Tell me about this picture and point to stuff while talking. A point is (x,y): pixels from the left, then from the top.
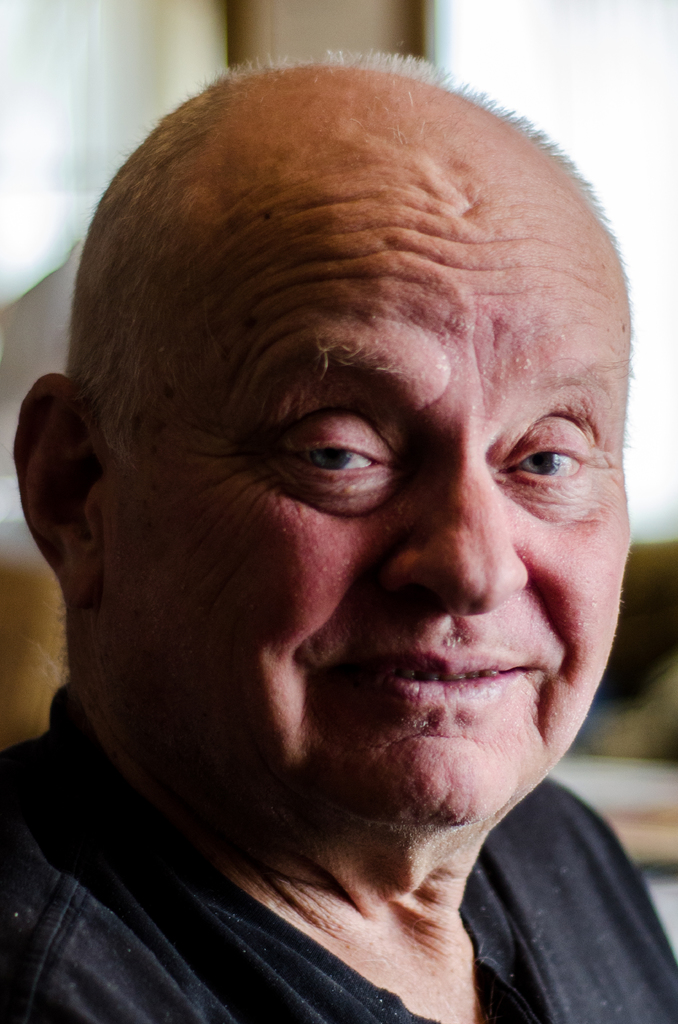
Background (20,76) portion of the picture is blur. Here we can see an old man (534,884) in a black attire (509,945). He is smiling.
